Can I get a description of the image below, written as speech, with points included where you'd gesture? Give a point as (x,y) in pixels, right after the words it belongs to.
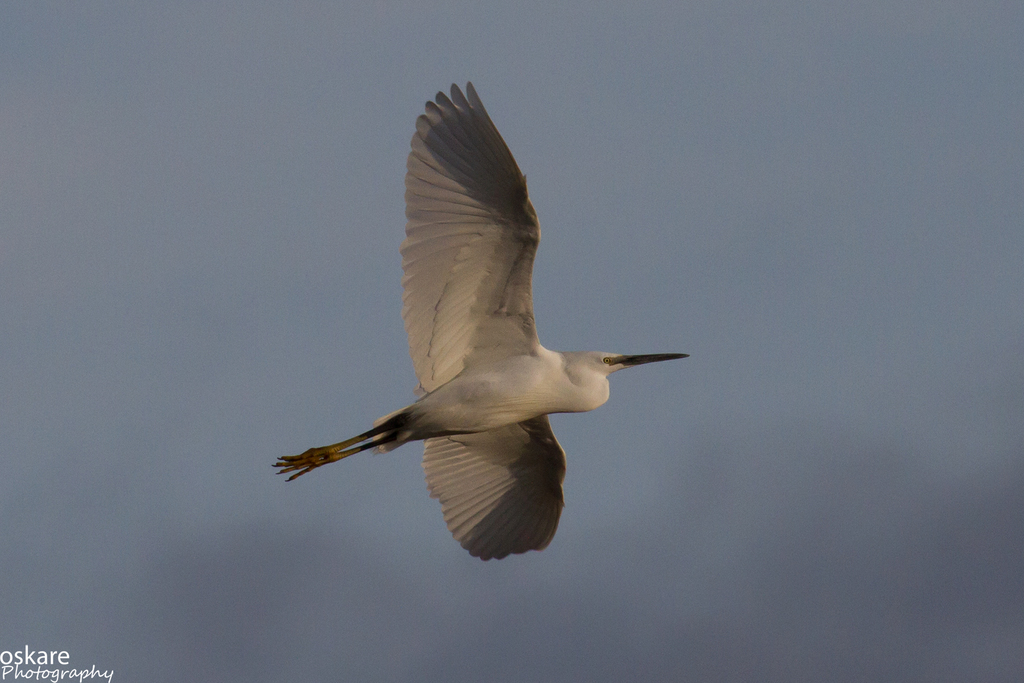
In the center of the image (481,440) there is a bird (505,382) flying in the air (618,415). In the background (304,215) there is a cloudy sky (259,522) and on the bottom left (52,658) there is text (64,661).
